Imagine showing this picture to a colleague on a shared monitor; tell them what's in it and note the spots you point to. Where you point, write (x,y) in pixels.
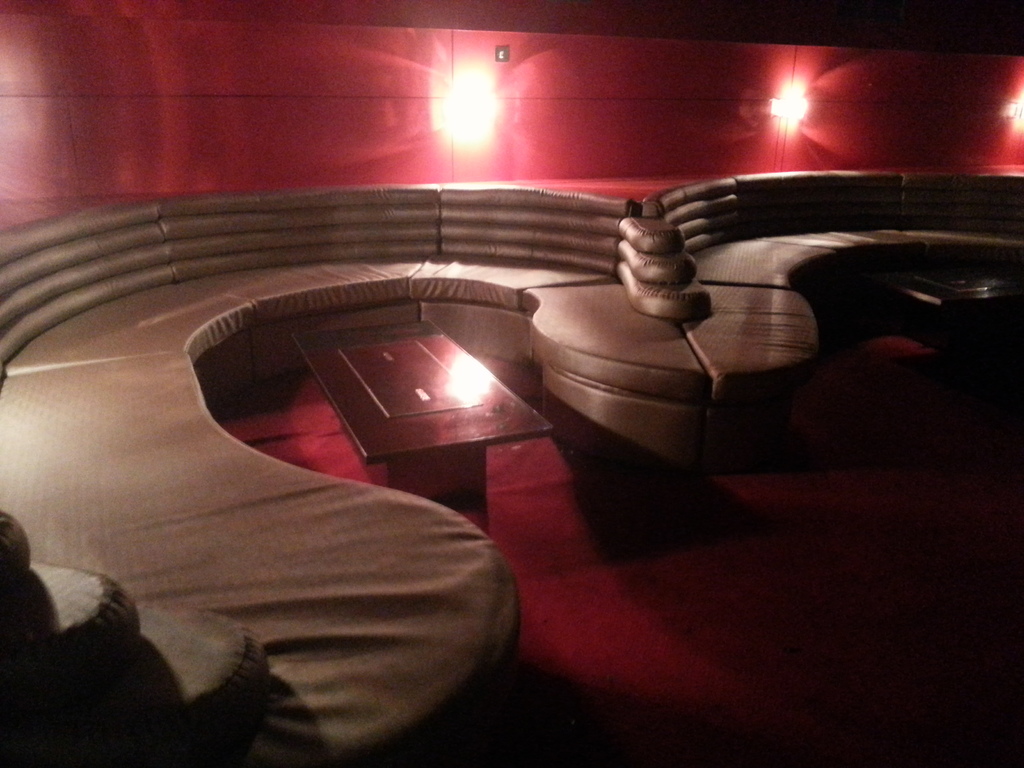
The picture contains sofa (711,255) and two tables (946,290). On the floor (843,598) there is carpet (746,670). On the background (490,138) there are lights (782,113) on the wall (264,166).
